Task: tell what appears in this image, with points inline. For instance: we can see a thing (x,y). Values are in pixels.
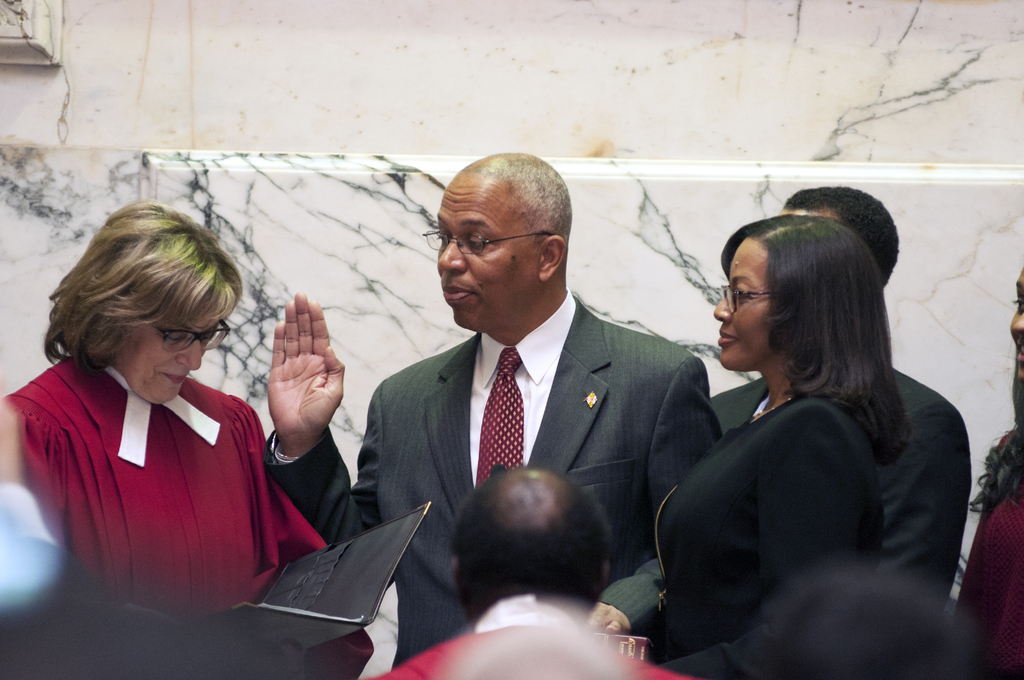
In this image there are group of persons (631,403) standing, there is a woman (131,396) holding an object (318,574), at the background of the image (982,315) there is a wall (732,140).
